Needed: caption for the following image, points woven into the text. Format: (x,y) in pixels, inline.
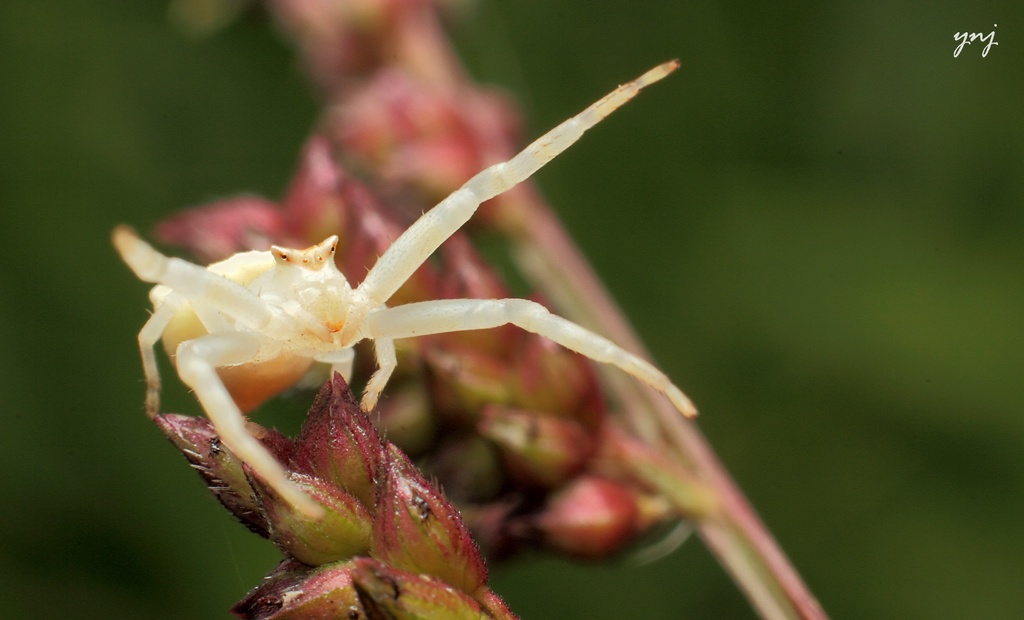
In this image we can see a spider (294,308) on the stem (341,535) of a plant (309,481).
